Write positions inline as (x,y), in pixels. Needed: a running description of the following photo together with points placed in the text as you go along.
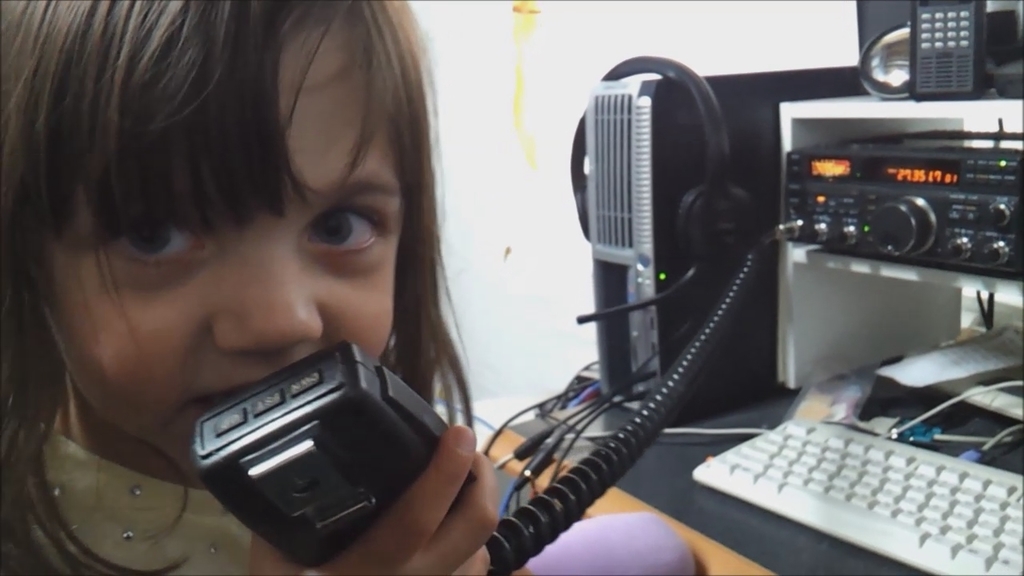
Here we can see a girl (329,245) holding a walkie talkie (425,459) with her hand (387,564). This is keyboard (854,488). There is a headset (645,67). There are some electronic devices (643,118). On the background (522,319) there is a wall (524,202).
